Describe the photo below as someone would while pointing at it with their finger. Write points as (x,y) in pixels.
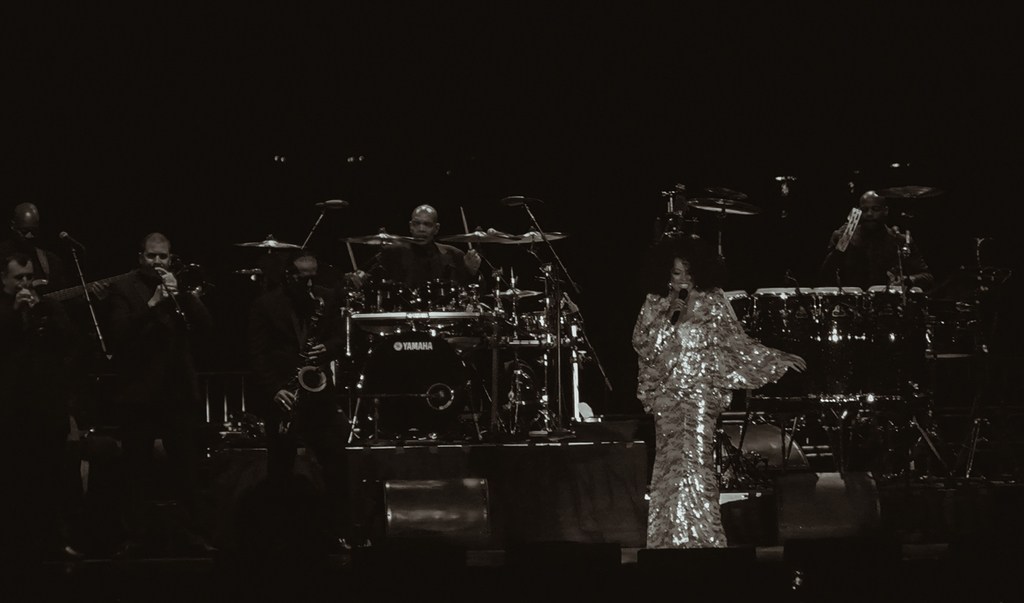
This picture might be taken in a concert, in this image there are some persons (677,394) who are holding mikes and it seems that they are singing. In the background (827,363) there are some people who are playing drums (876,372), and also there are some drums (886,389) and some other objects (875,518) and there is a black background (219,115).
